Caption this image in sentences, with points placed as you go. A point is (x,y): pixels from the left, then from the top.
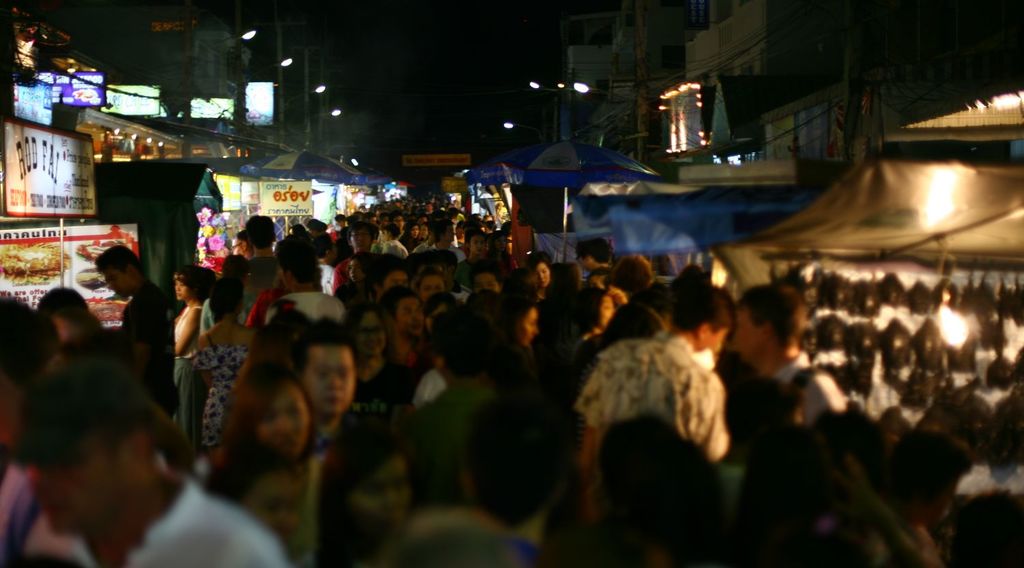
In this picture we can see some people (430,262) are standing, on the right side (1011,225) there is a tent (1011,225), we can see umbrellas (327,159) and boards (230,200) in the middle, there are some stores (335,210) on the left side (201,209) and right side (896,216), in the background (362,204) we can see lights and buildings (719,62).
